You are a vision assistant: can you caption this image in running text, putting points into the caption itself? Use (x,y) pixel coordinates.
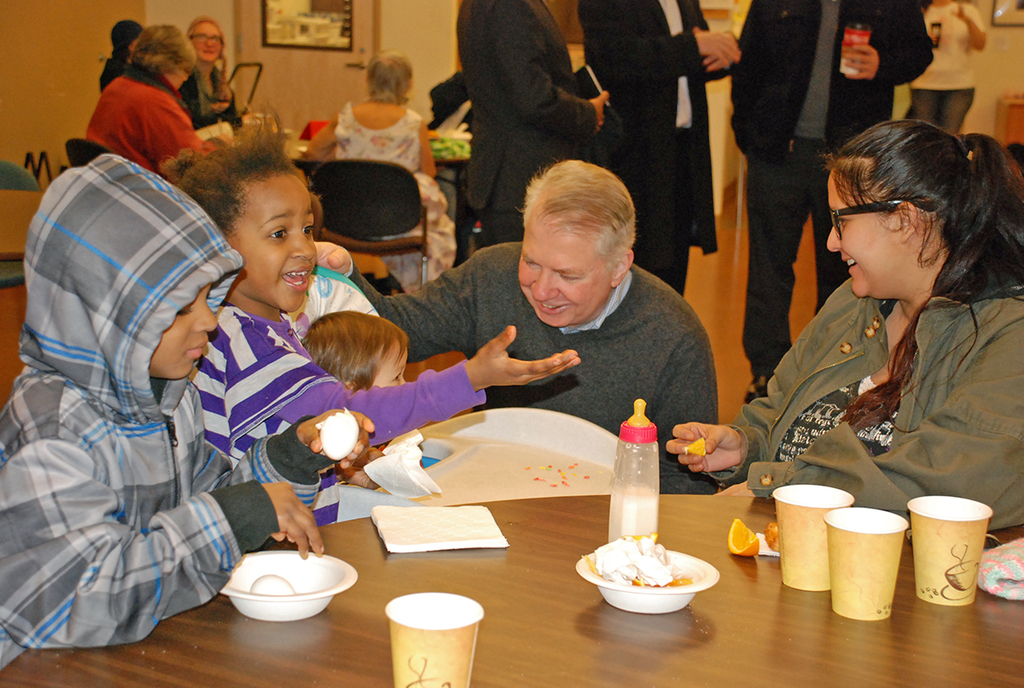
In this image, there are some persons (648,355) in front of the table (480,549). This table (554,601) contains glasses (858,576), bottle (622,477) and cups (459,675). There are some persons (475,74) at the top of the image (699,64) standing and wearing clothes (762,86).
